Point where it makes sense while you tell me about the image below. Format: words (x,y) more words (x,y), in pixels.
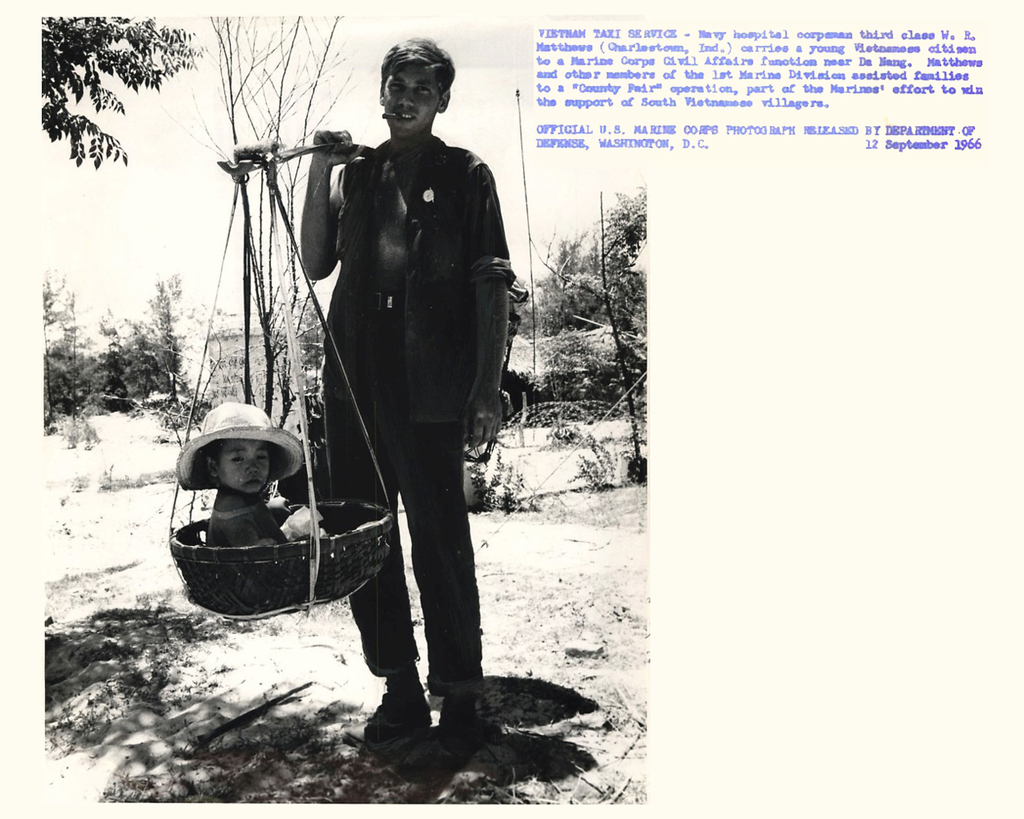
In this picture I can see there is a man (423,51) standing and he is carrying a child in the basket (270,600) and in the backdrop (289,170) I can see there are trees (90,348) and the sky (89,192) is clear.
